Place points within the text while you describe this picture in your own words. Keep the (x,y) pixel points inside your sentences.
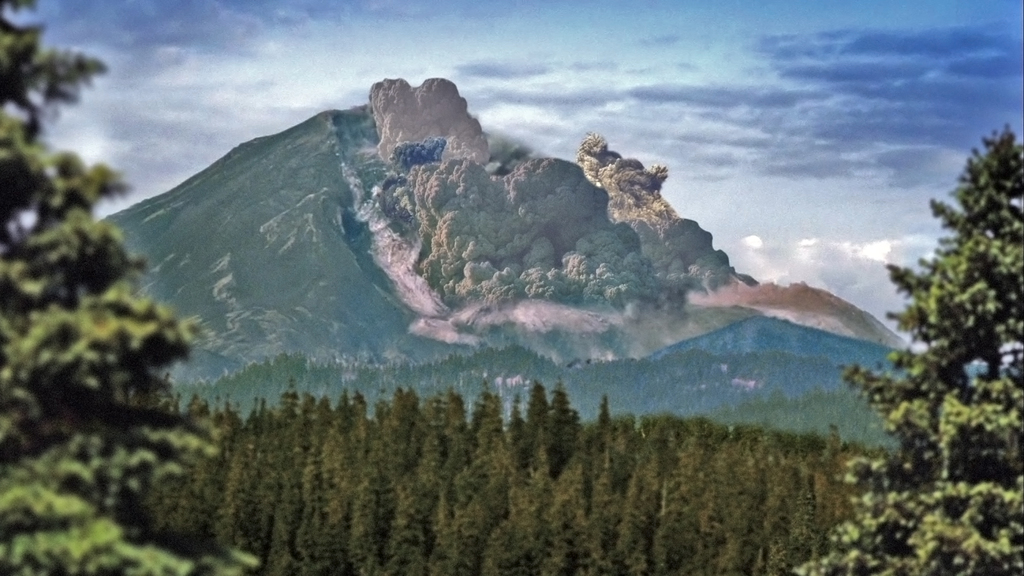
In this picture we can see trees (117,362) and hill (271,161). In the background of the image (731,101) we can see the sky (767,124) with clouds (800,161).
